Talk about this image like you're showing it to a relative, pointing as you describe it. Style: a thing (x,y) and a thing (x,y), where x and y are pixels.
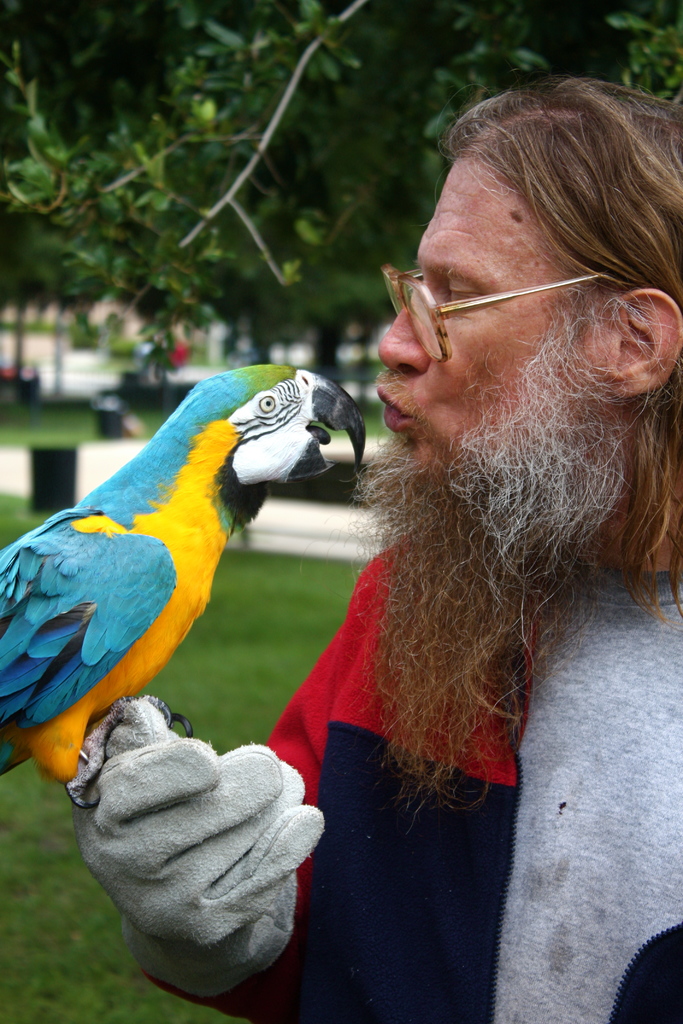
In this image I can see a person (588,854) holding a colorful bird (212,539) and person (391,394) wearing a spectacle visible on the ground (59,423), at the top (299,65) I can see trees (378,147).
